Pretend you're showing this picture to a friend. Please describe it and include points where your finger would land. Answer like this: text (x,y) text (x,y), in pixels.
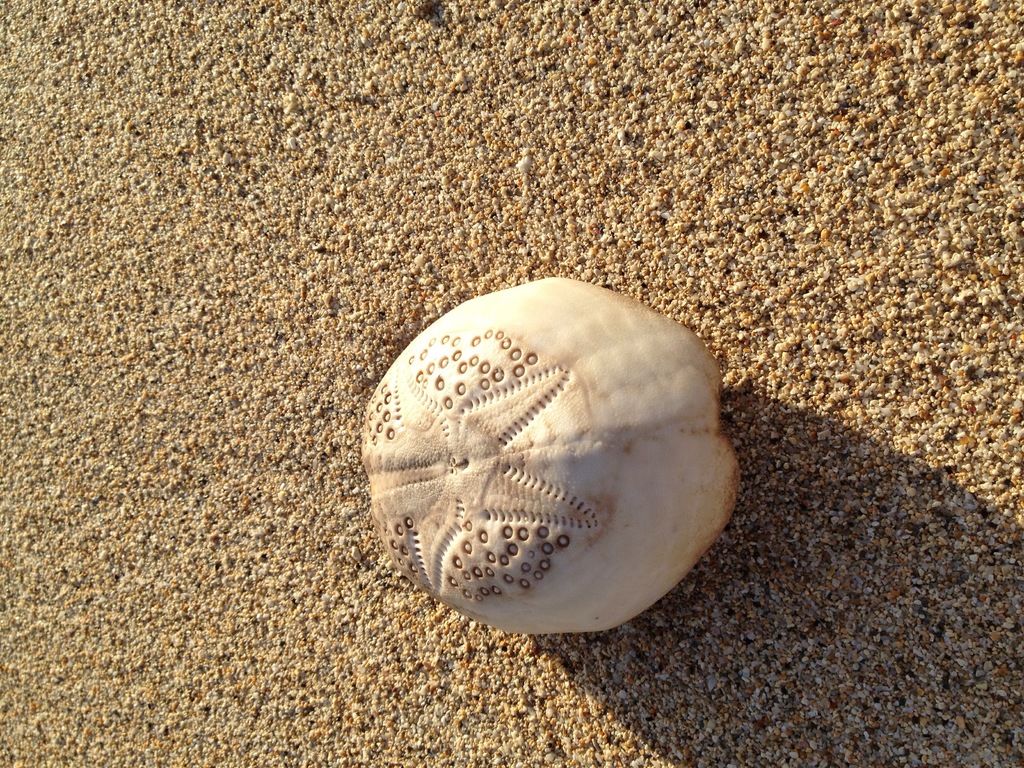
It is a white color thing (571,397) on the sand (788,391).
